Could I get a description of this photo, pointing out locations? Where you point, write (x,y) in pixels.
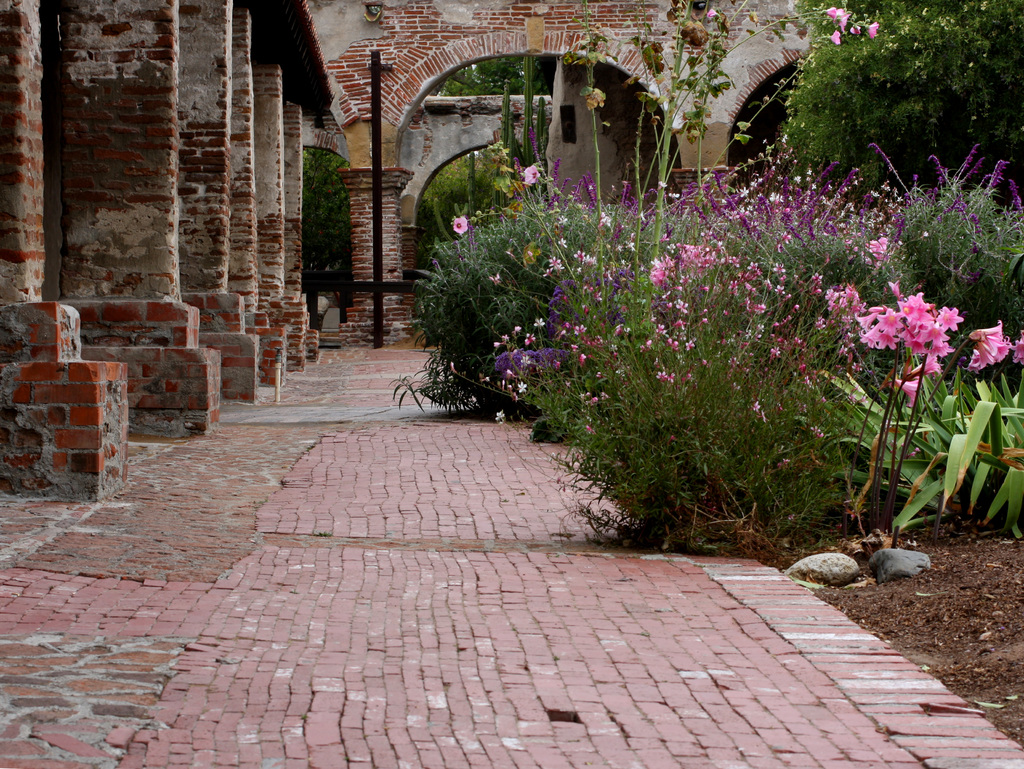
In this picture we can see some plants (747,359) and flowers (654,322) here, at the right bottom (973,617) there is soil (957,613), we can see pillars (202,341) on the left side (128,249), in the background (571,165) there is a wall (459,28).
